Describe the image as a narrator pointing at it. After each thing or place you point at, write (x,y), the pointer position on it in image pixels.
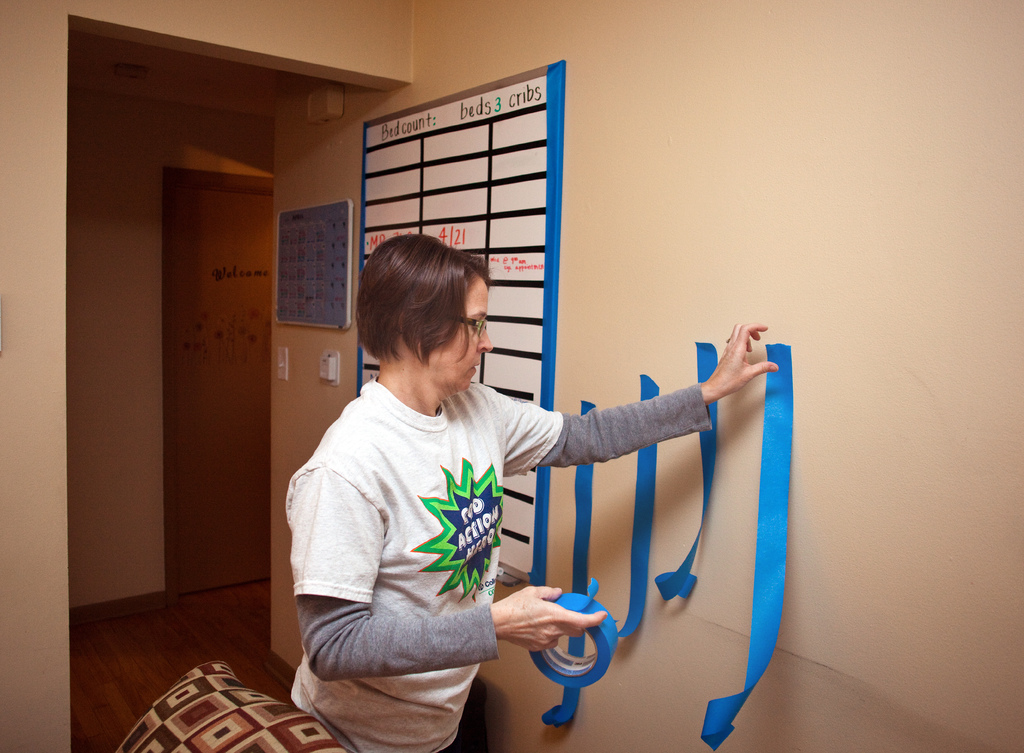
In this picture we can see a woman (454,509) holding a tape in her hand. There are few boards (287,322) and tapes (702,365) on the wall (317,427). We can see a door (263,539) in the background (228,548).
